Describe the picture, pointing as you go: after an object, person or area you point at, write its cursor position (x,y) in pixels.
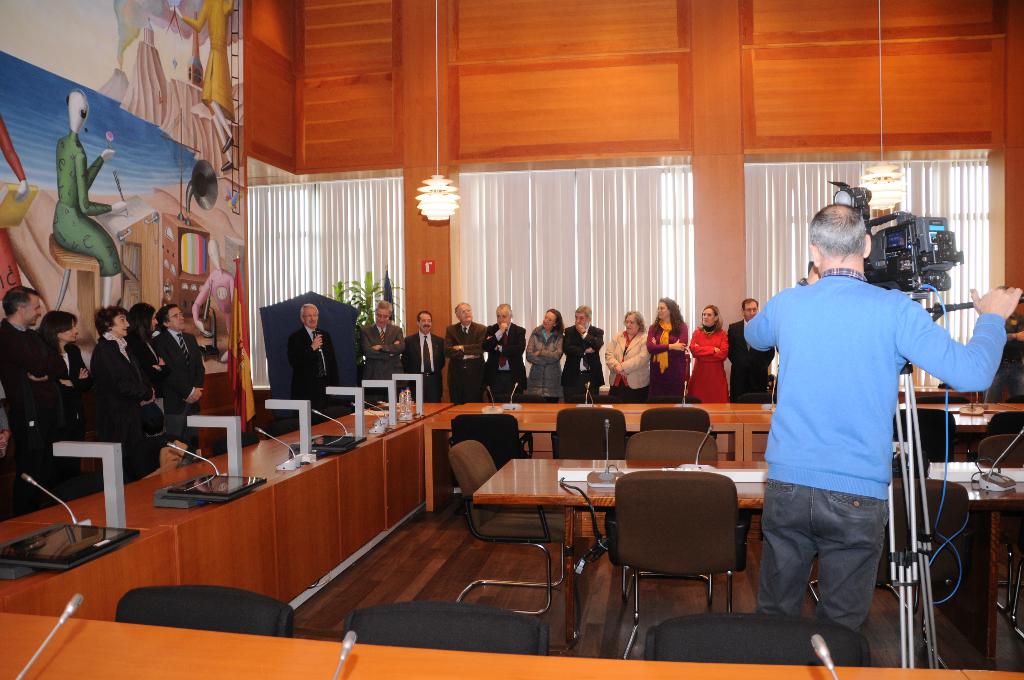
In this picture we can see all the persons (594,340) standing in front of a table (452,410) and on the table (186,547) we can see mics (591,399) and laptops (330,449). These are empty chairs (725,526). Here we can see one man (860,485) holding a camera (937,270) in his hand (996,303) and recording. This is a light (422,198). This is a frame (115,253) over a wall (442,273). We can see plants (343,299) here.
